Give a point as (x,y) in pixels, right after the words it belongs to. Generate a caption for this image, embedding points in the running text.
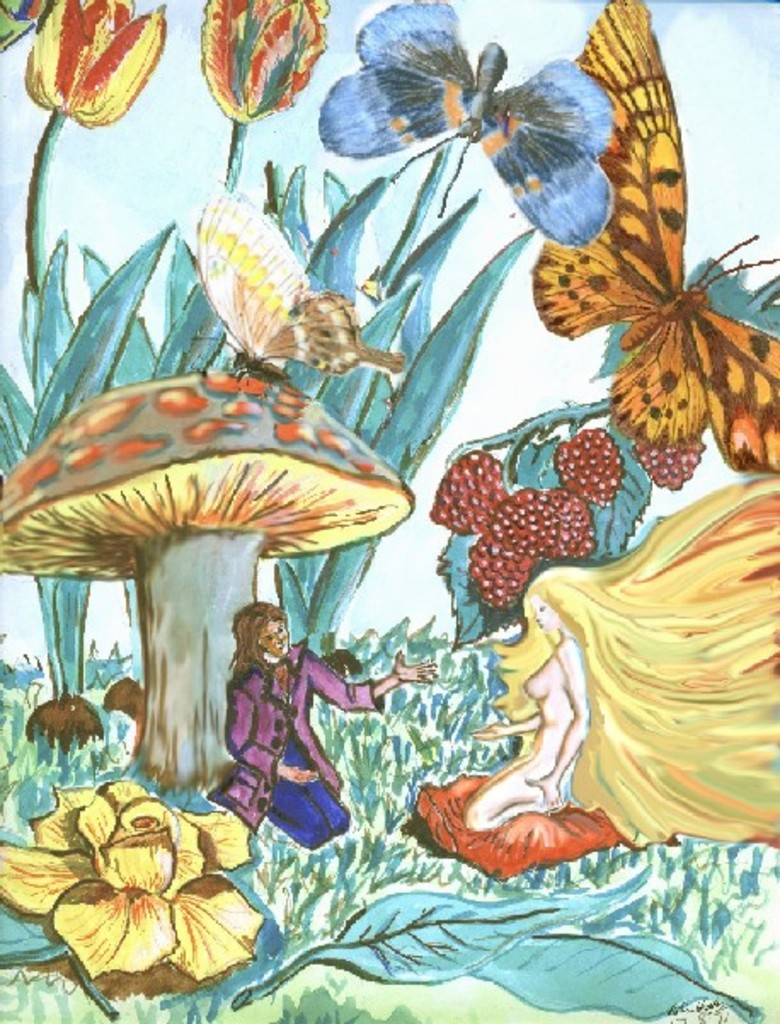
This is a painting. Here we can see two persons (741,693), leaves (516,909), flowers (181,808), plants (535,485), and butterflies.
